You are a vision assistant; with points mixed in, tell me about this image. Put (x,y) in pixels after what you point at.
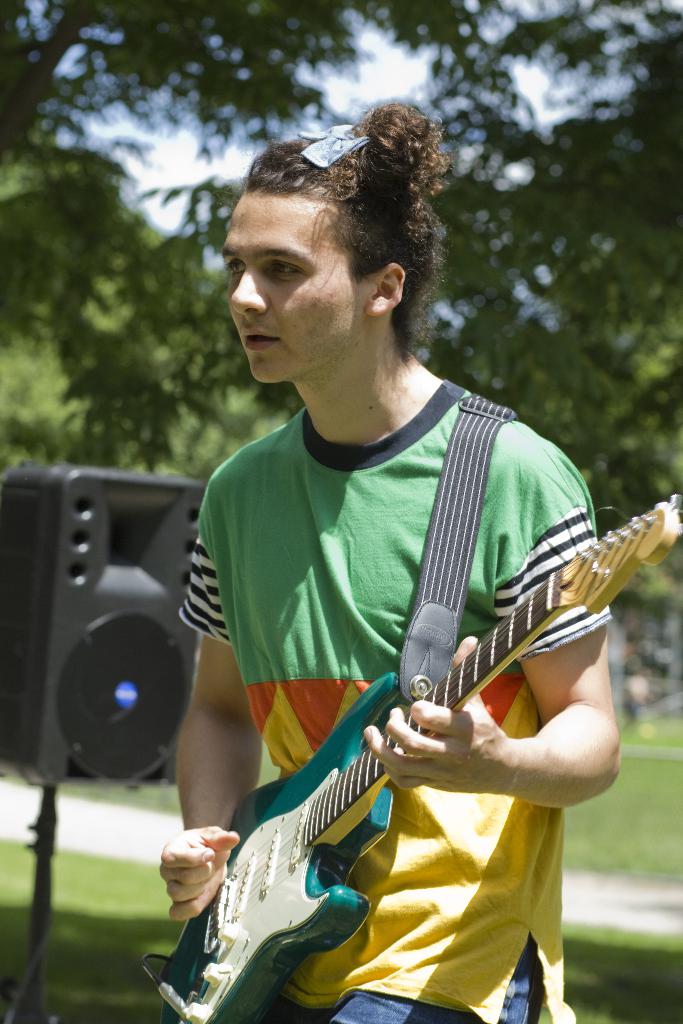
In this picture we can see a man (274,271) who is playing guitar (186,966). This is grass (119,933). On the background (209,355) we can see some trees (652,173) and this is sky (388,88).
